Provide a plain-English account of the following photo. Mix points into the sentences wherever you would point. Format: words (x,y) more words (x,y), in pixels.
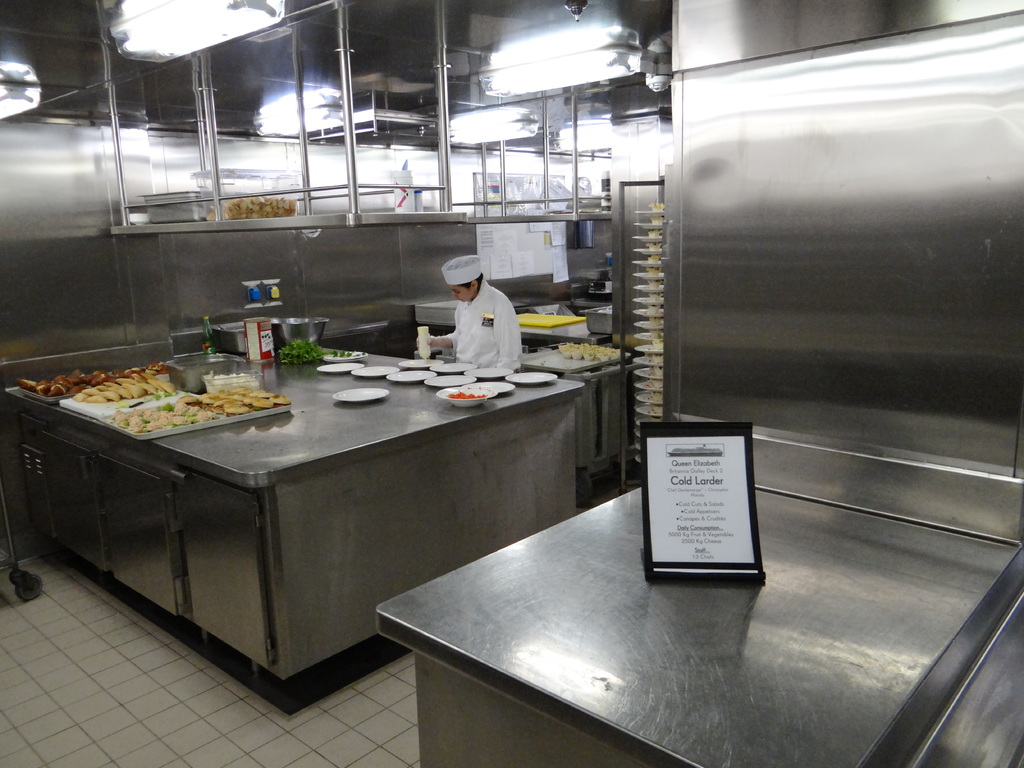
A person (486,334) is standing in a kitchen (421,309) wearing a white dress (481,352), white cap (458,277) and holding something in the hand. In the front (358,372) there are plates (347,365), utensils (296,319) and food items (81,387). There are plates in the racks (643,185) at the back (642,225) and a note (681,542) at the front (657,514).
